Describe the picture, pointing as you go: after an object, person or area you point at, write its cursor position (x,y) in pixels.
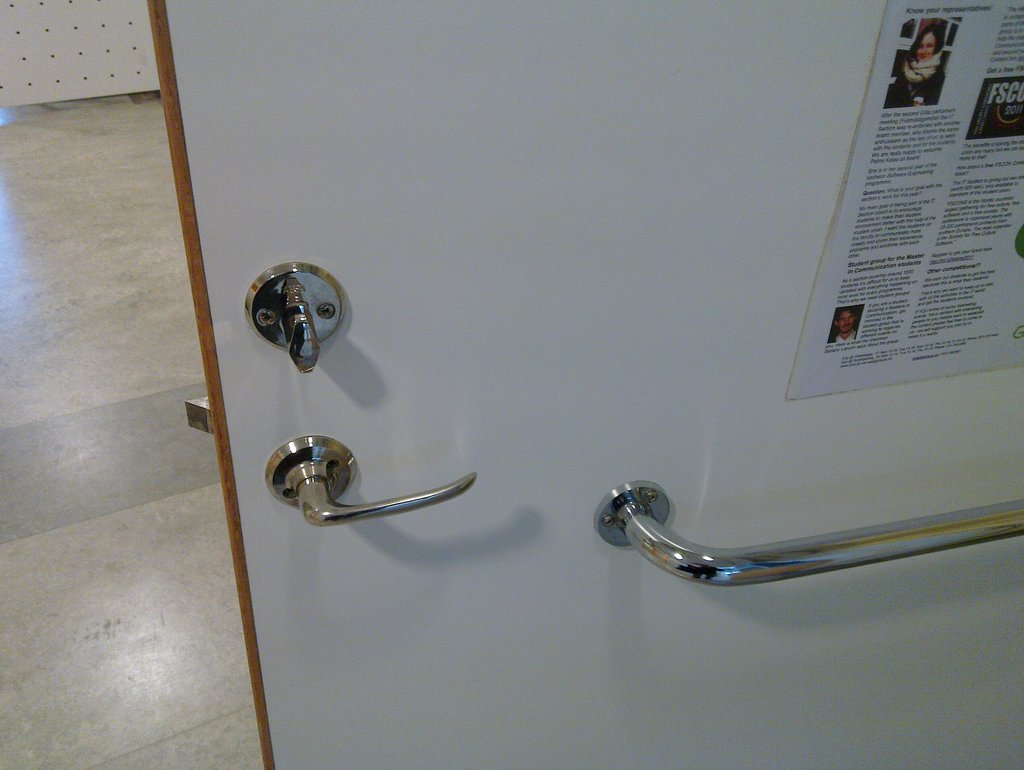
In the center of the image (491,409) we can see door (474,331), handles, paper (950,127). On the left side of the image (130,472) we can see floor (71,417), board (94,90).
